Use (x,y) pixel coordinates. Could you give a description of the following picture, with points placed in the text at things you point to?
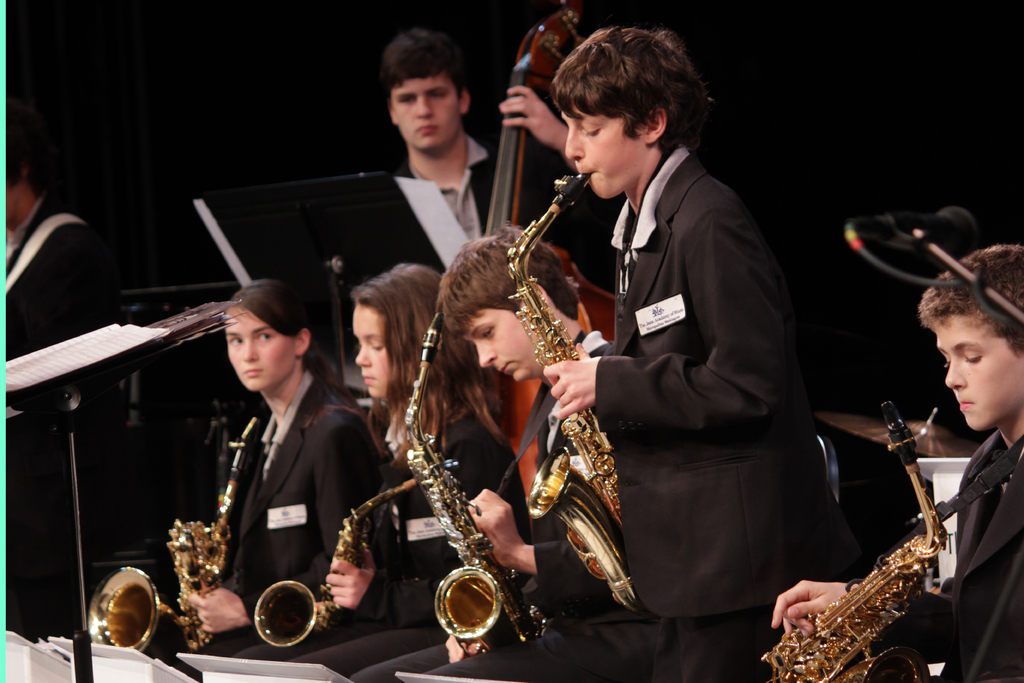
There is a boy (616,402) holding a musical instrument (553,338) and playing. He is wearing badge (666,317). There are four people (431,395) sitting and holding a musical instrument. In the back (442,133) a boy (443,126) is playing double bass (509,205). There are book stands (410,254) with papers (85,337). Also there is a mic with mic stand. In the background (821,68) it is dark.
